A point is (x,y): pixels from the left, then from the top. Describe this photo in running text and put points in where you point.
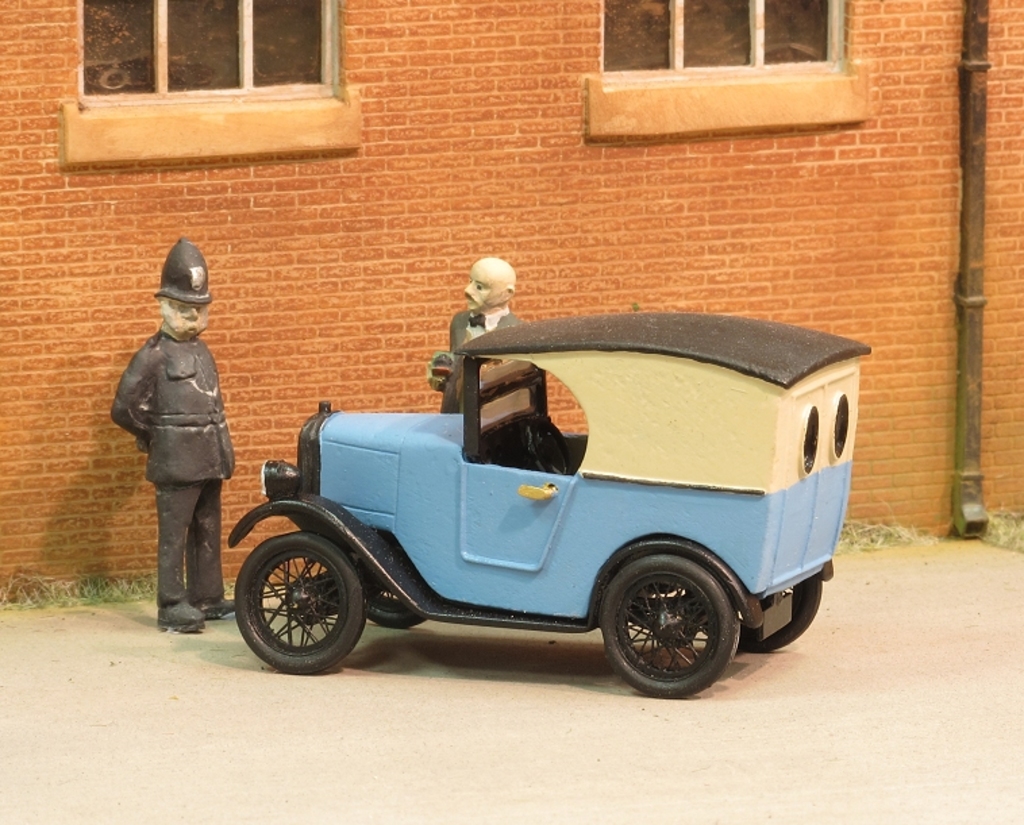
In this image in the middle (378,505), there is a toy vehicle (361,555). On the left (204,428) there is a toy man (173,456). In the middle (502,301) there is a toy man (485,293). At the bottom (450,772) there is land (521,763). In the background (528,234) there is a building (522,208), windows (190,85), glass (190,85) and pipe (964,102).
